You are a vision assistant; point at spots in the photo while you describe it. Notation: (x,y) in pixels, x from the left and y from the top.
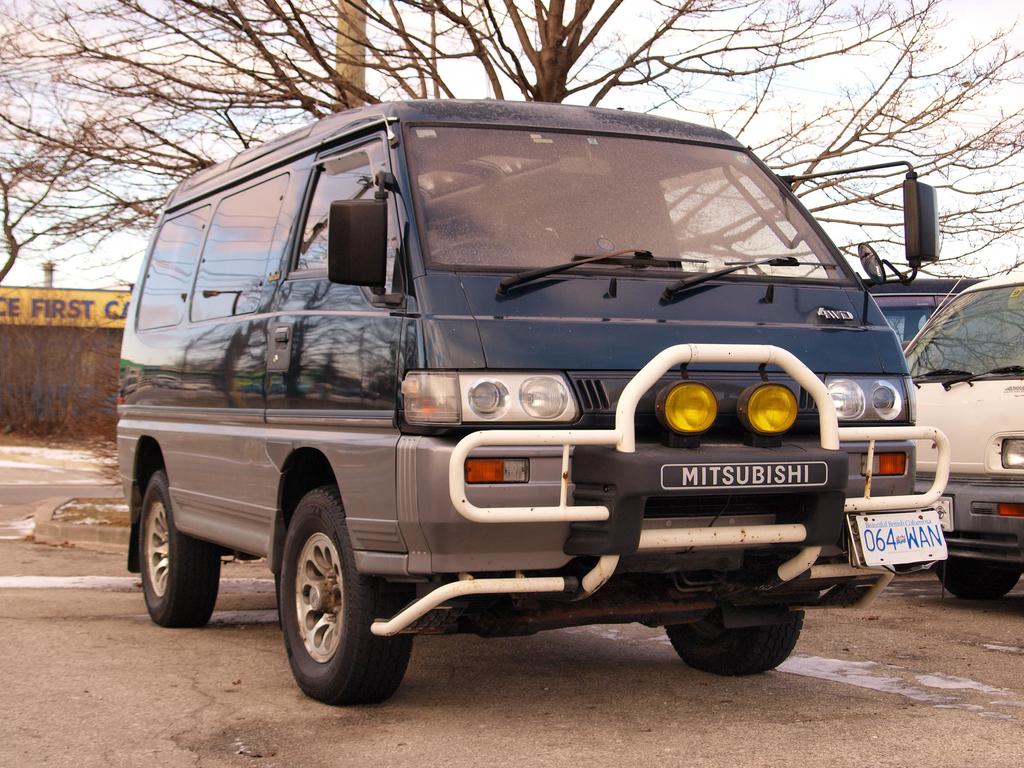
Vehicles (670,399) are on the road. Background (357,30) there are trees (289,60). To this vehicle (801,429) there is a number plate (872,533).
